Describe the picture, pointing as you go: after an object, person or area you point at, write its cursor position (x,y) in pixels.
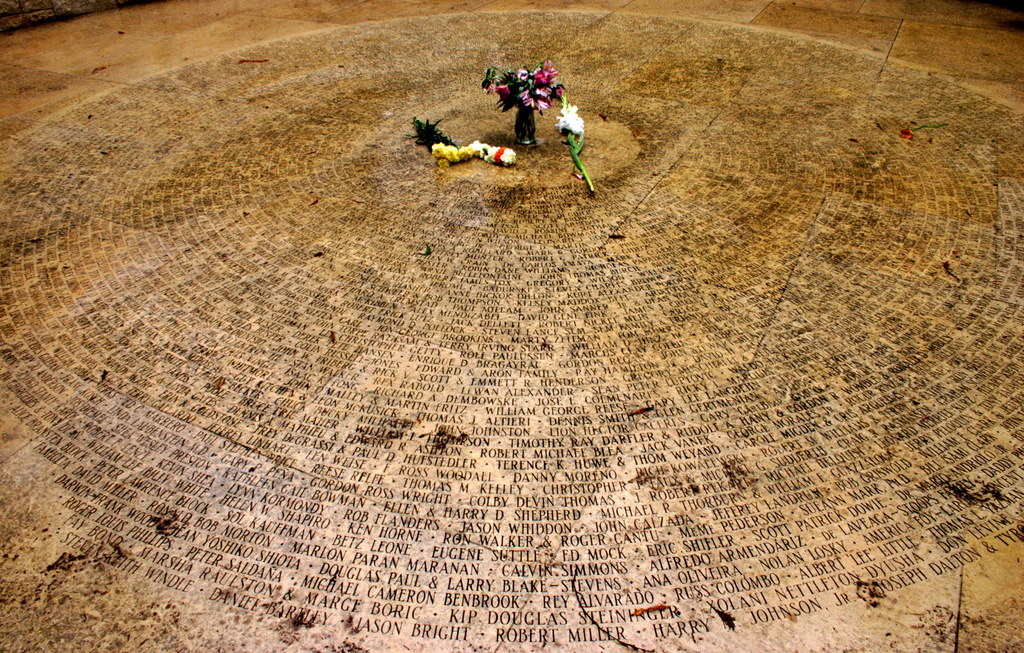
In the picture I can see the flowers (559,122) and flower vase (527,128) on the floor (553,225) and there is a text (735,450) on the floor (531,447).
